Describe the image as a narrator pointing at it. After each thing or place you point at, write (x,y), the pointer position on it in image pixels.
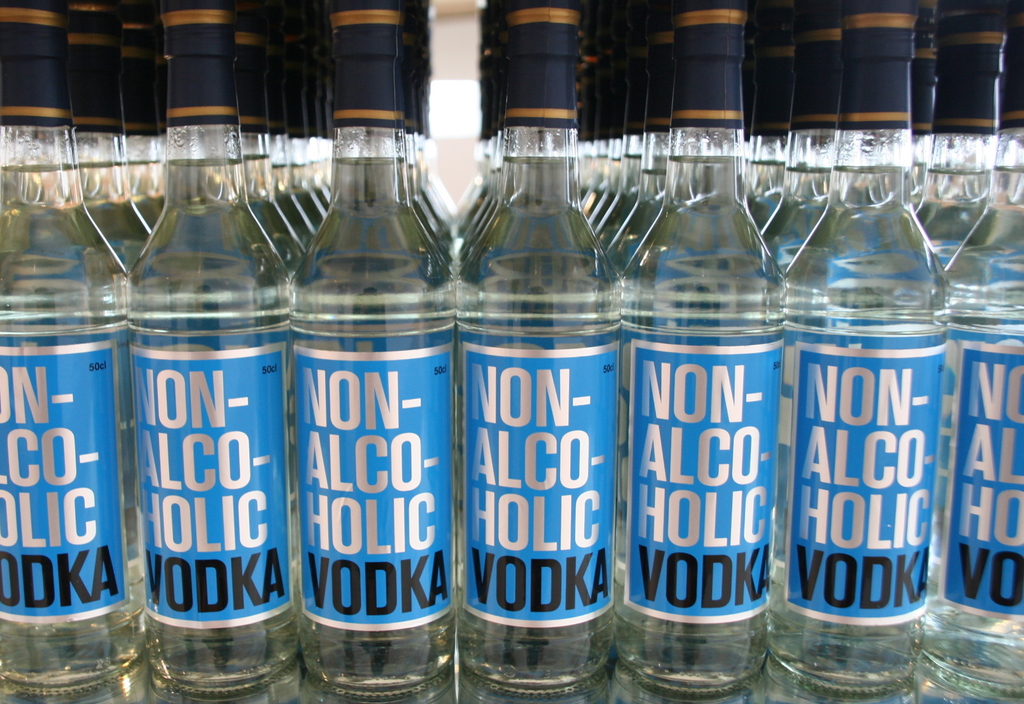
In this image I can see number of bottles (928,189) and also vodka is written on it.
